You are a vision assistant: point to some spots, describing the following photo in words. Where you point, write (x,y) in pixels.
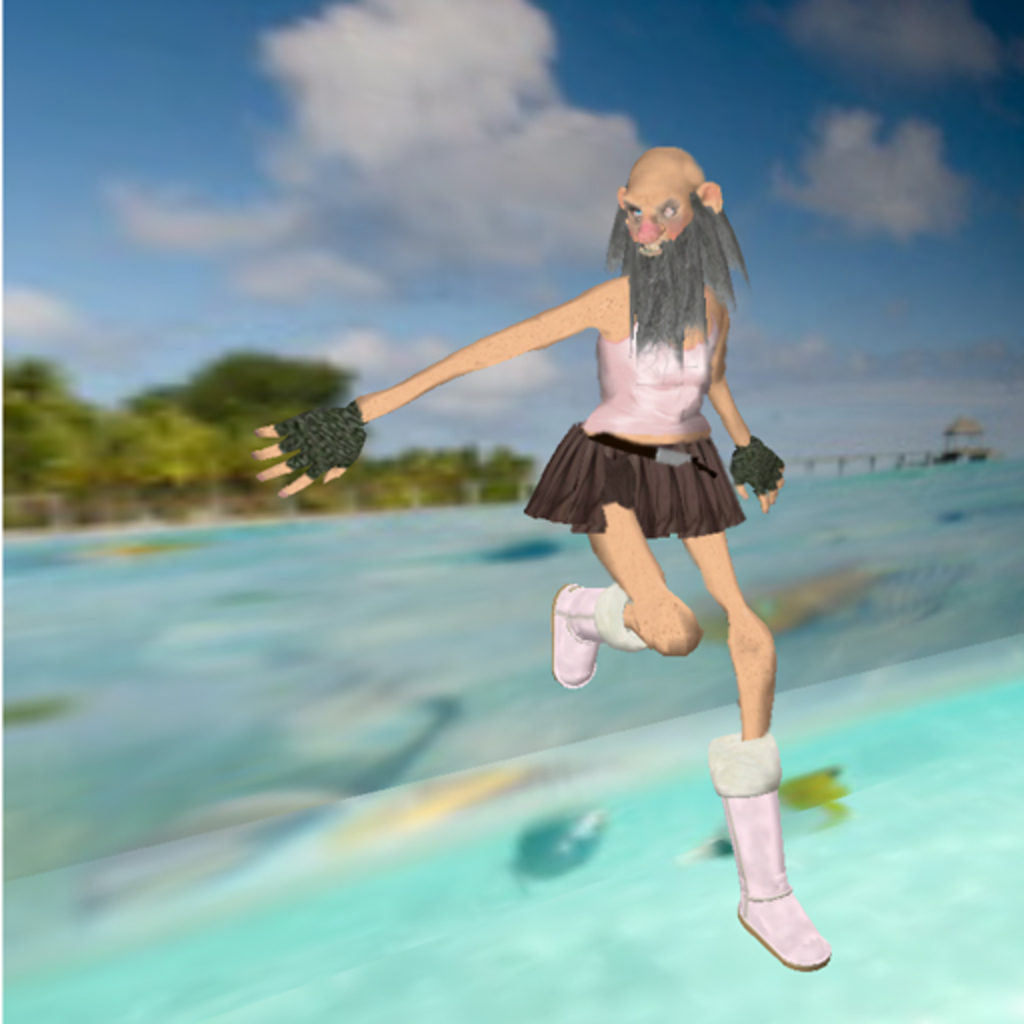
In the picture I can see the painting (564,594) of a person (688,307) on the right side (724,363). In the background (412,483), I can see the fence (41,506) and trees (335,381). There are clouds (436,130) in the sky (410,212).
